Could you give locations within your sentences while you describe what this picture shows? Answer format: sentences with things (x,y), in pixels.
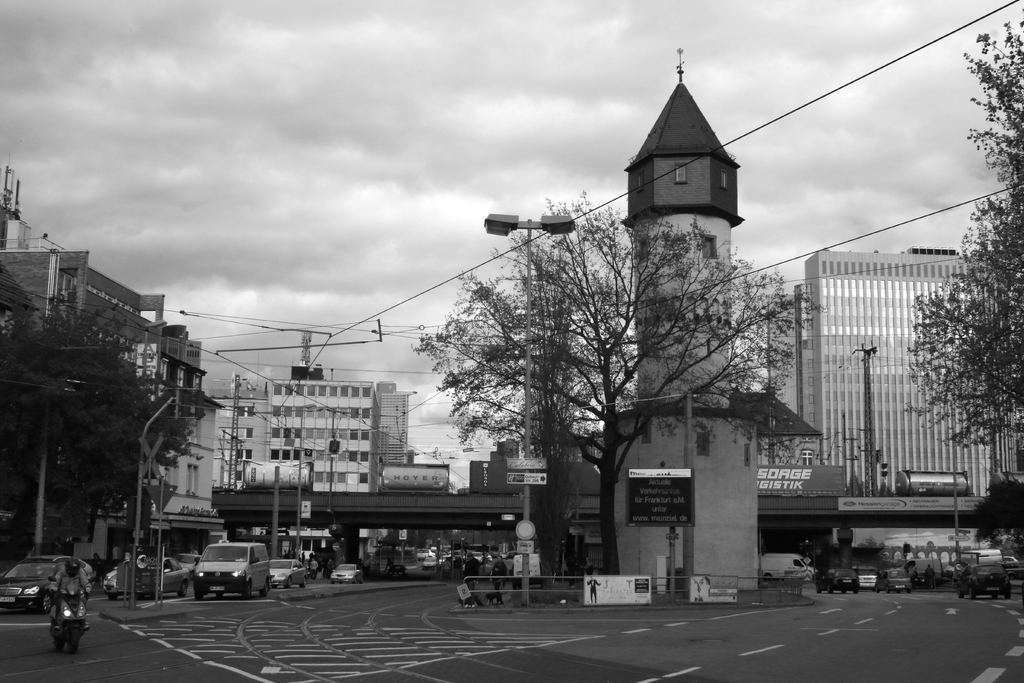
In this image I can see few vehicles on the road (280,621), I can also see a light pole (541,222), trees (53,430), buildings (704,448) and the sky (535,206), and the image is in black and white.
